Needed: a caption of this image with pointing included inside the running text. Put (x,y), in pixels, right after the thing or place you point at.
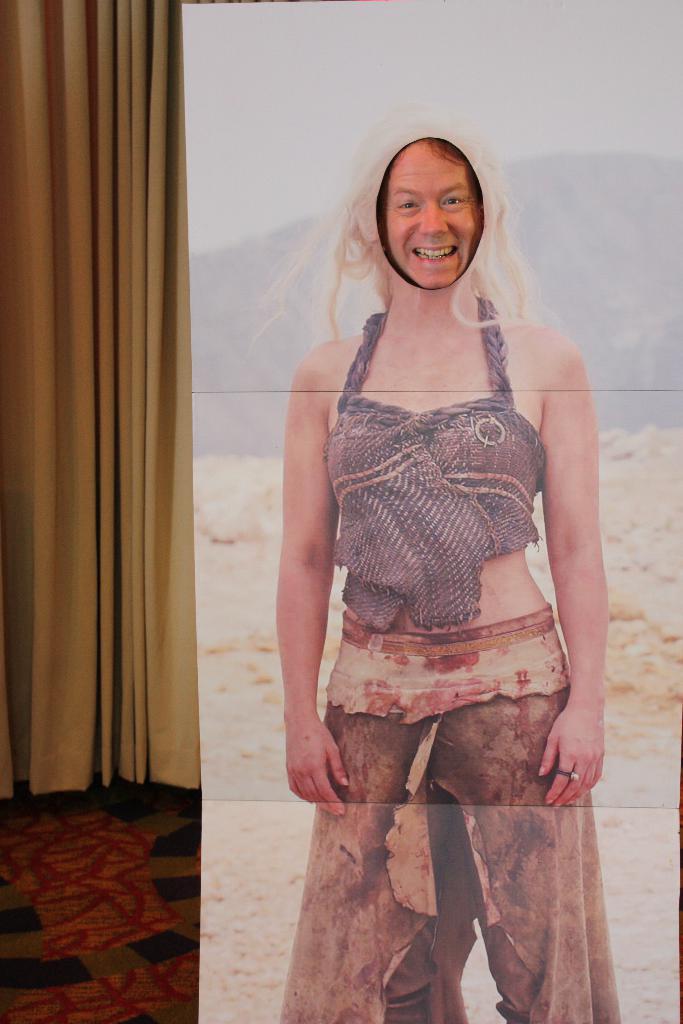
In this picture we can see a poster (510,812) on the right side (504,799), there is a picture (468,727) of a woman (479,502) on the poster (465,606), we can see a person's face (422,241) in the middle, on the left side (96,460) there is a curtain (101,346).
